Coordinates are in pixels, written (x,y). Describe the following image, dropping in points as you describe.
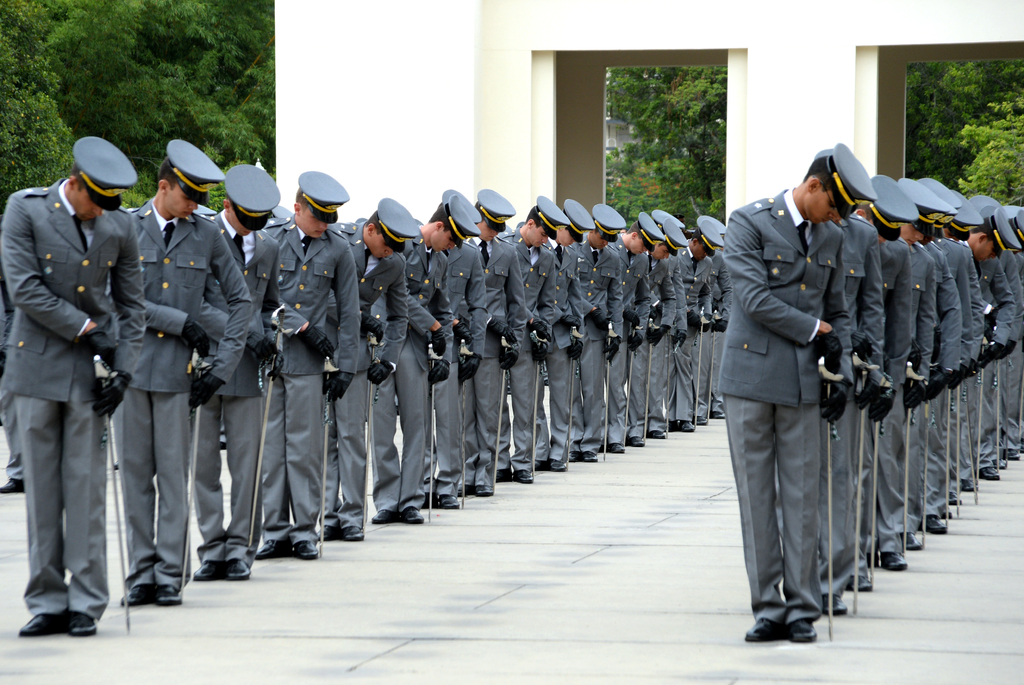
In this image we can see a group of people (795,323) wearing uniforms (177,319) and caps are holding swords (108,373) are standing on the ground (734,611). At the top of the image (373,44) we can see a building (870,44) and group of trees (967,145).
